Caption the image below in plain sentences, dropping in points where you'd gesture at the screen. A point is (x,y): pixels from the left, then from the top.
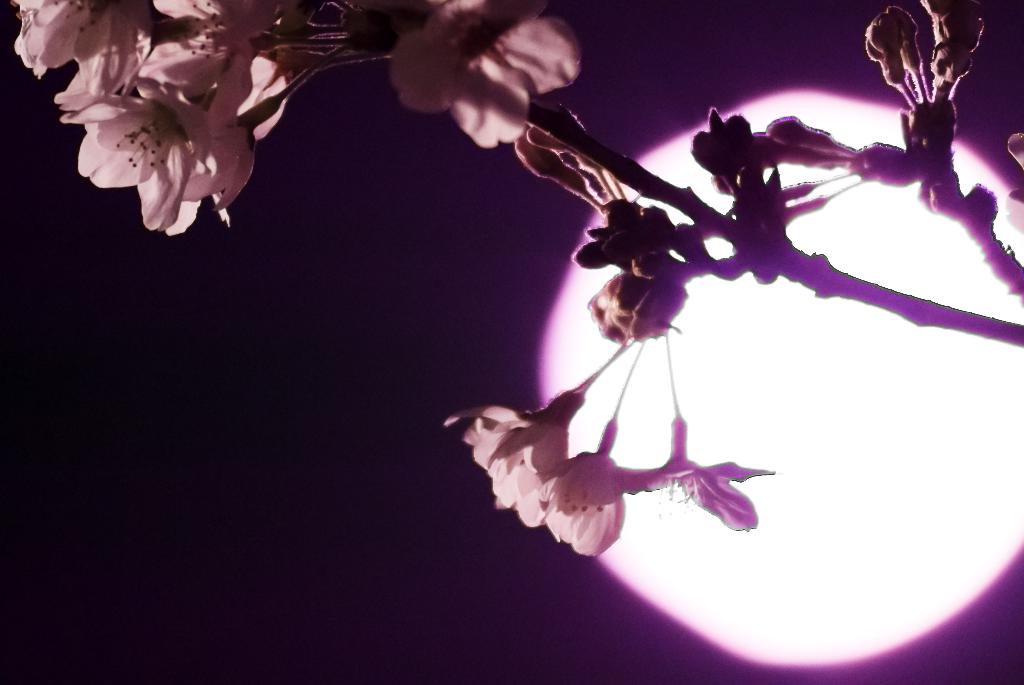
In this picture, I can see a violet color sky (295,220) and flowers (448,72) which includes with stem (923,299) and after that i can see a sky (823,374).
